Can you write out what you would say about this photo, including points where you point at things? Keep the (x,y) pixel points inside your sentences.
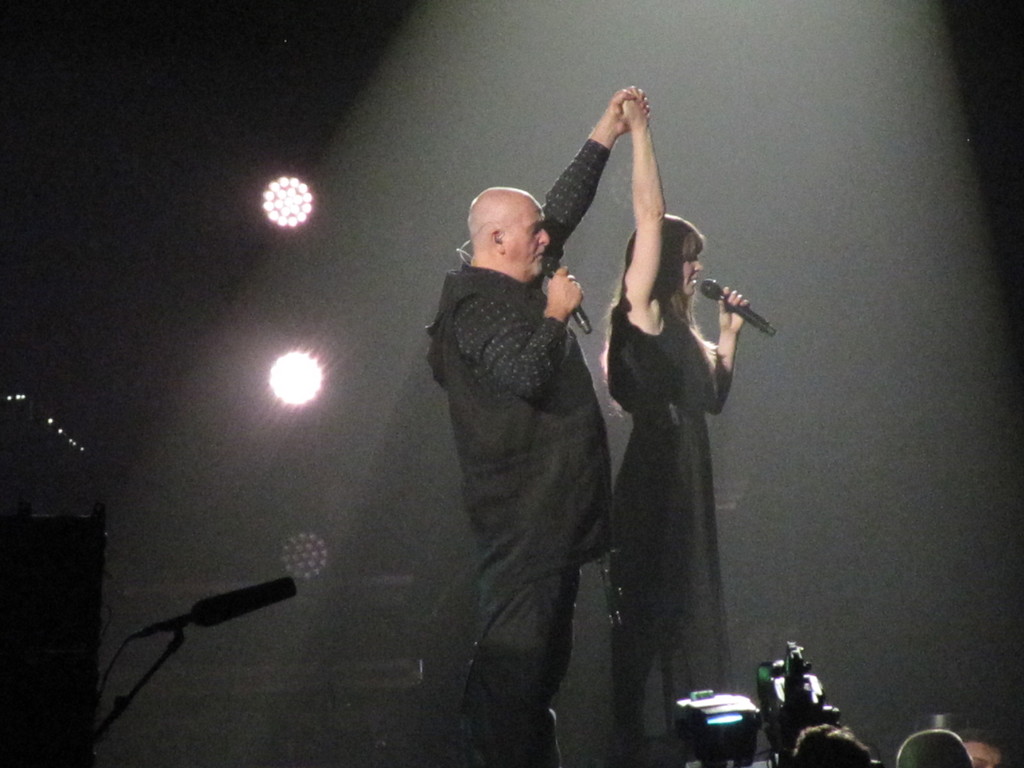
In this image i can see a man (552,470) and a woman (674,489) are standing and holding a microphone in their hand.
